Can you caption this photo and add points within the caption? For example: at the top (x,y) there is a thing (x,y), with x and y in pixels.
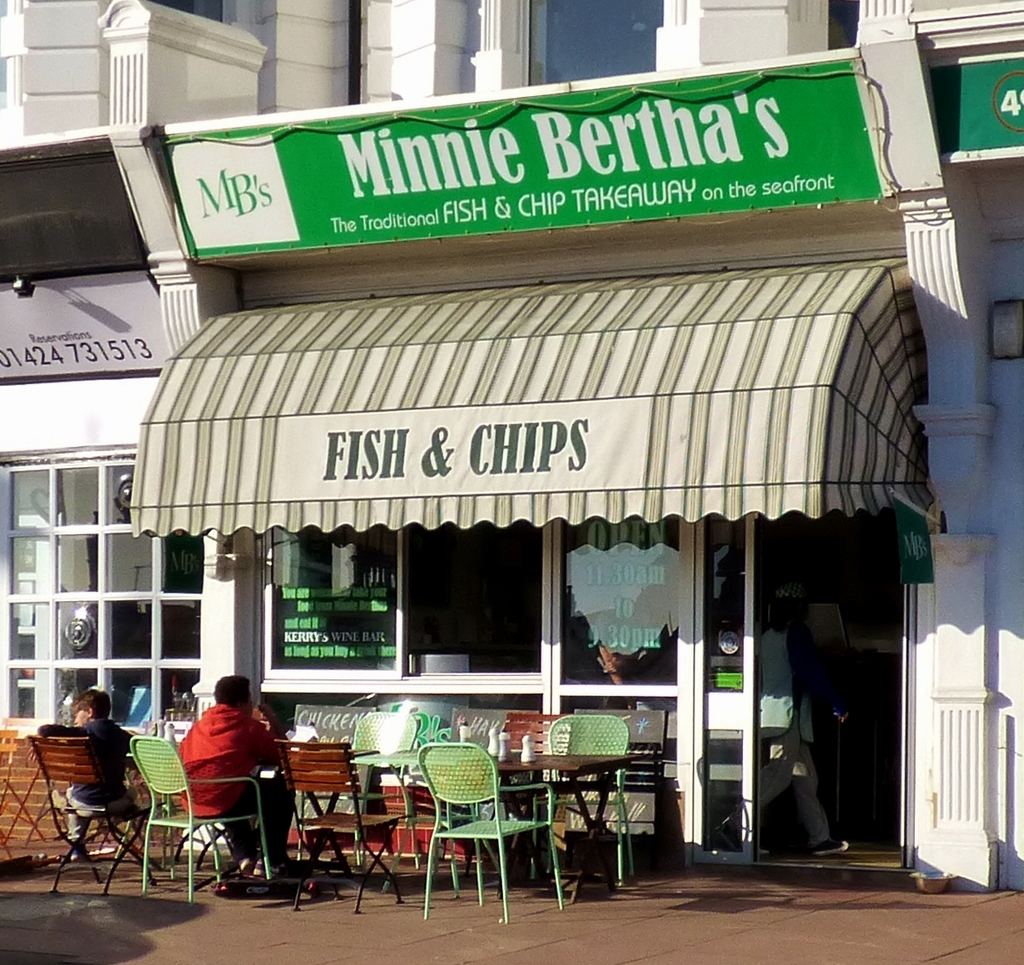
In-front of this store (673,464) there are tables (558,783) and chairs (549,788). Persons (231,746) are sitting on chairs (77,747). On table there are bottles (495,746). Inside this store (676,763) a person (796,763) is walking, as there is a leg (805,792) movement.
